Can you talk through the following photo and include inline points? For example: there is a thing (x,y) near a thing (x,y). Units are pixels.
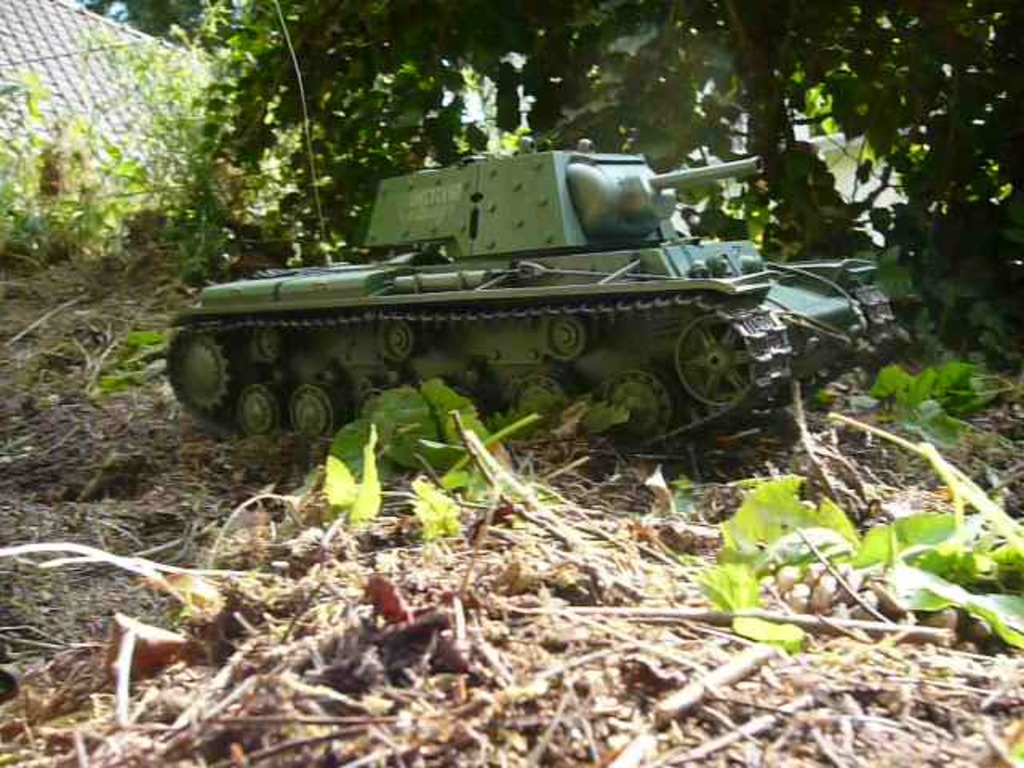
In The center of the image (449,295) there is a battle tank (629,372) on the ground (957,449). At the bottom of the image (830,528) we can see plants (744,528) and leaves (834,518). In the background (717,133) we can see building (65,77), trees (323,125) and plants (176,217).
